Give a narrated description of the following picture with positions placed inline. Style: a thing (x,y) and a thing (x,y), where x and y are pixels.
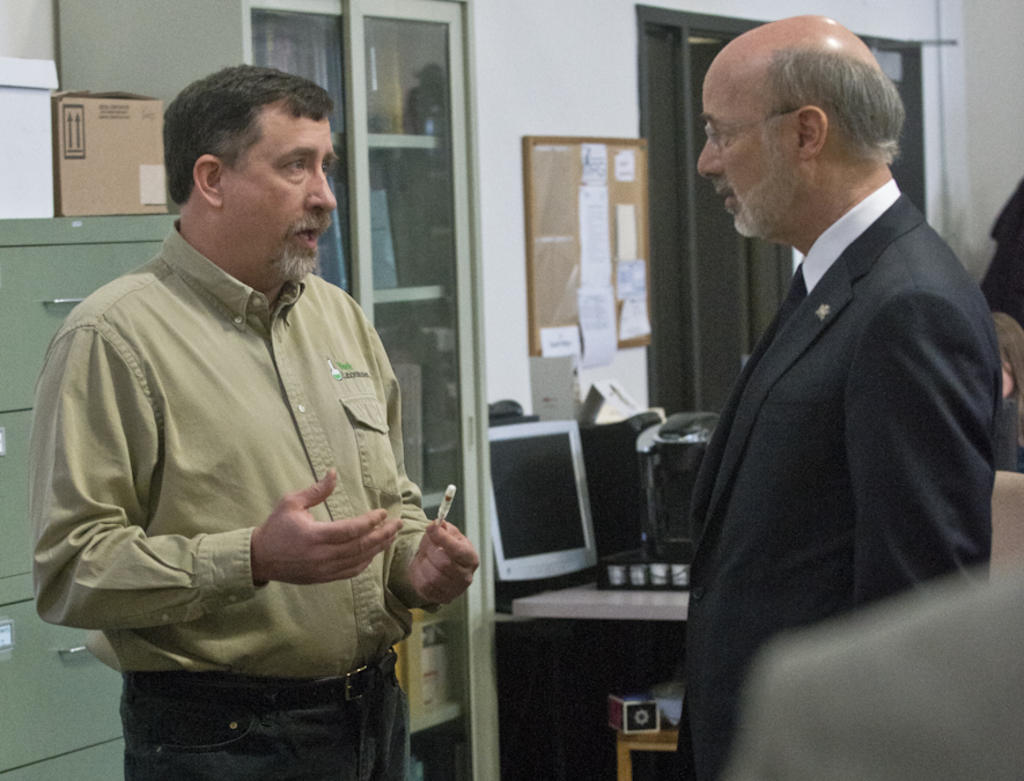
There are two men (736,403) in the foreground area of the image (398,446) and there are cupboards (33,336) on the left side of the image (68,286) and there is a monitor (514,506), rack (439,183) and a table (642,607) in the background area of the image (638,622), there is an other person (1005,346) in the background area (1010,334).
